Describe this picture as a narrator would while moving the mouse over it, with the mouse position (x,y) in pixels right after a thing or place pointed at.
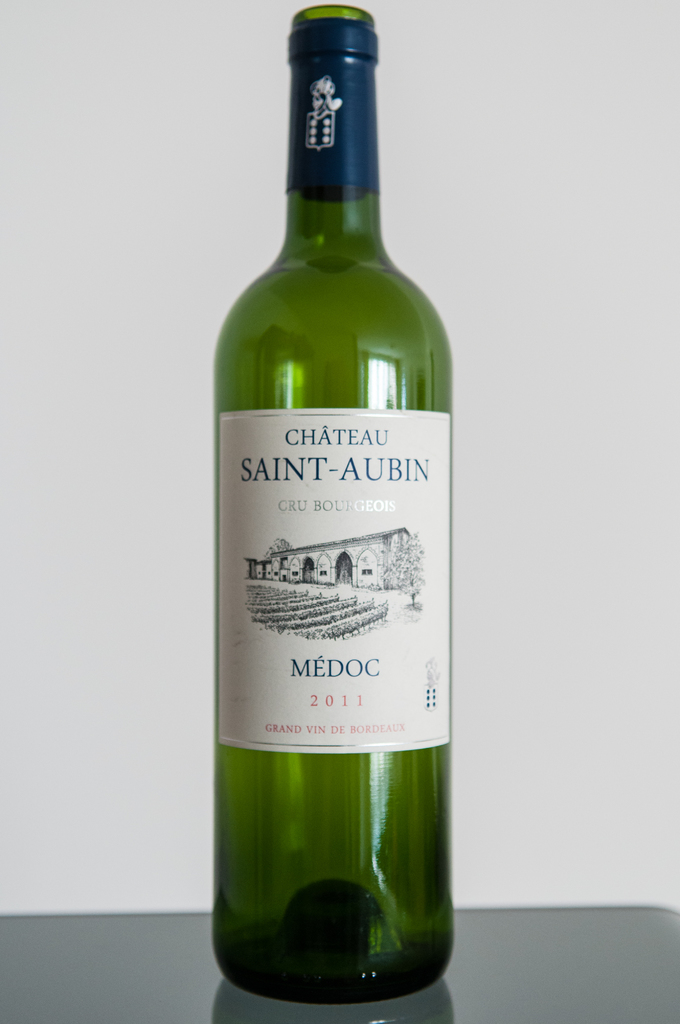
In this image there is a green colour bottle (386,545) having a label (250,505).
